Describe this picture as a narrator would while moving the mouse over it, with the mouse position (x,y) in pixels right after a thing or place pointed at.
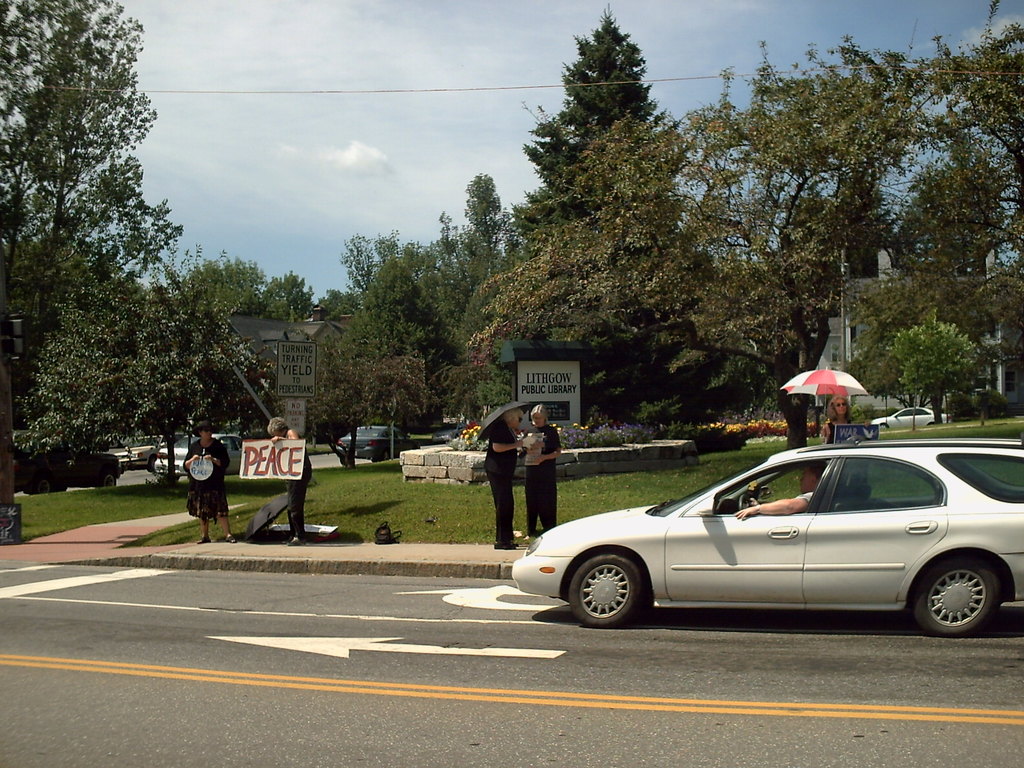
In this image there is a car (857,541) on the road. On the sidewalk (440,550) few people (551,472) are standing, few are holding umbrella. A lady (305,479) is holding a placard (281,467). On it ¨PEACE ¨ is written. In the background (264,345) there are trees (195,374), buildings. On the road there are few vehicles (371,447). The sky (285,145) is cloudy.
